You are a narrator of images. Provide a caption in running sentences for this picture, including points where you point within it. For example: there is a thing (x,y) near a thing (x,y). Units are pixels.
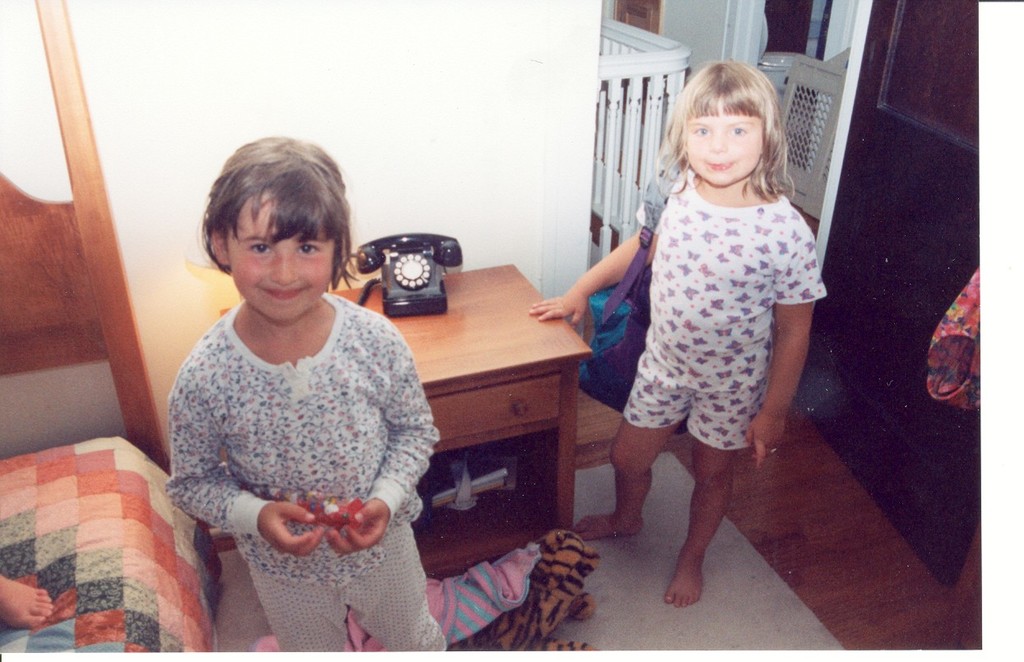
In this image there are two girls (702,363) who are standing beside each other. There is a table (469,343) behind them on which there is a telephone (420,265). At the back side (474,189) there is a wall (449,66). To the left side (33,485) there is a bed (80,521) on which a person (26,592) is sitting.
